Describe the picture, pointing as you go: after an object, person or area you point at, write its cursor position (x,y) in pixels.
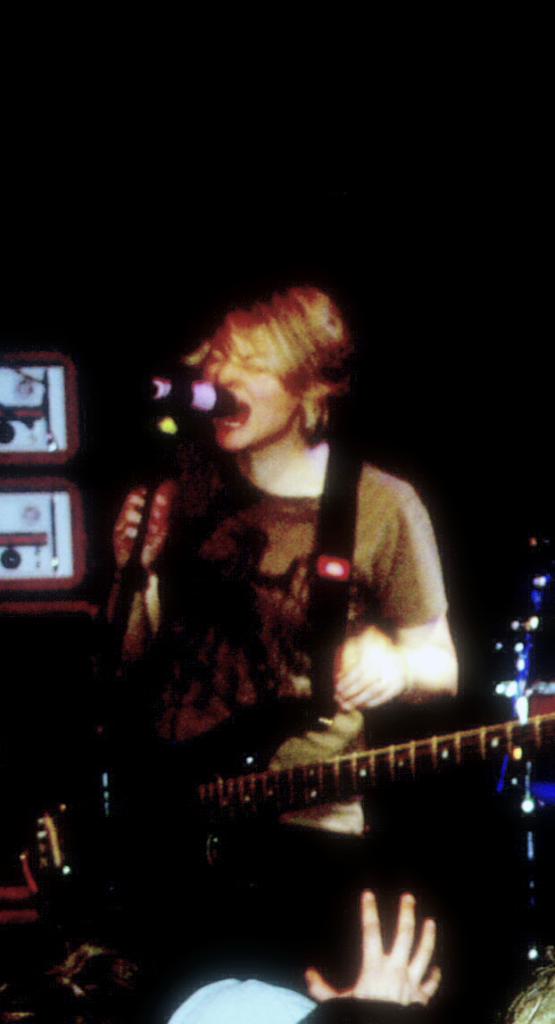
In the image there is a man (317,426) standing and opened his mouth (241,407) for singing in front of a microphone (176,396), in background (40,374) there is some equipment (35,428).
